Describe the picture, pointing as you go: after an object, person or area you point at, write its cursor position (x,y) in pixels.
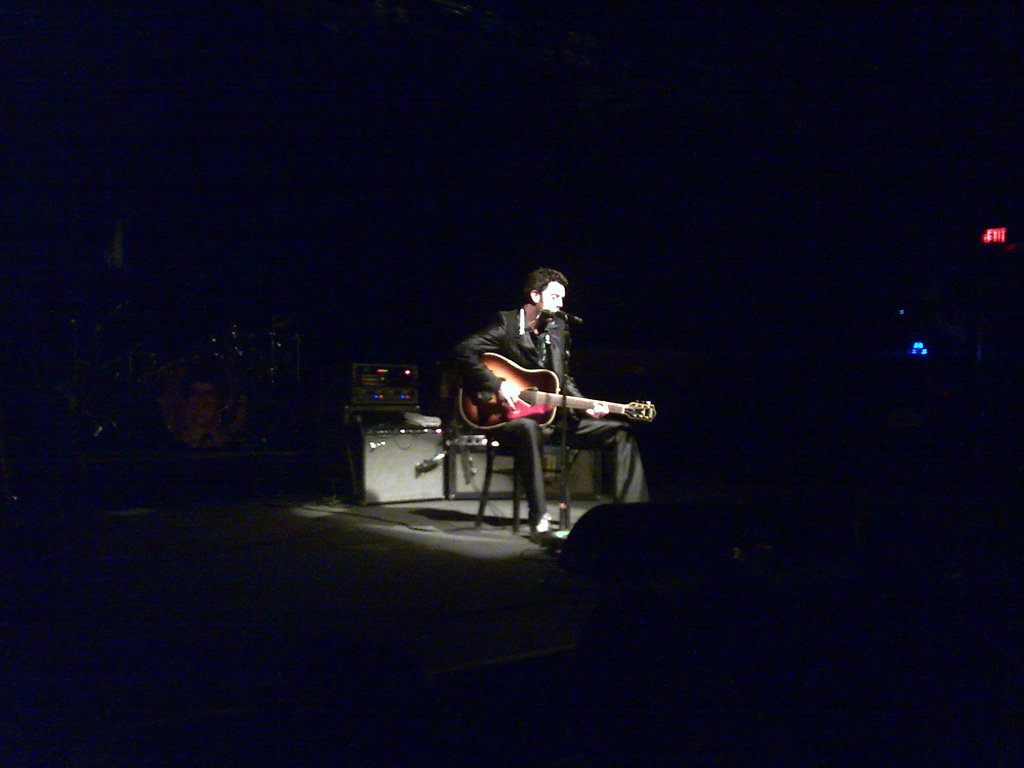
In the center (482,385) we can see one person (478,354) sitting on the chair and holding guitar (527,379). In front there is a microphone (561,317). In the background (192,393) we can see photo frames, speaker (391,496) and few musical instruments (202,406).
